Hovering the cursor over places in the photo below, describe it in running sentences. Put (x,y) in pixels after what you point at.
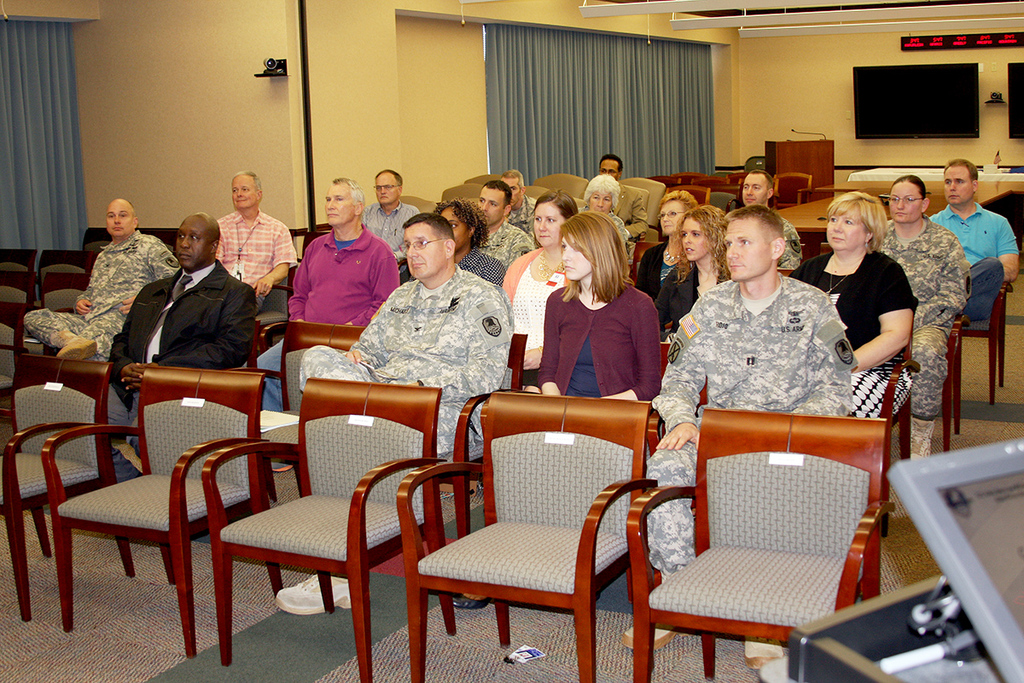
In this image there are a group of people (479,251) who are sitting on a chairs (298,332). On the background (398,48) there is a wall (450,60) and curtains (591,86) are there and on the top of the right corner (968,92) there is a television (936,94).
